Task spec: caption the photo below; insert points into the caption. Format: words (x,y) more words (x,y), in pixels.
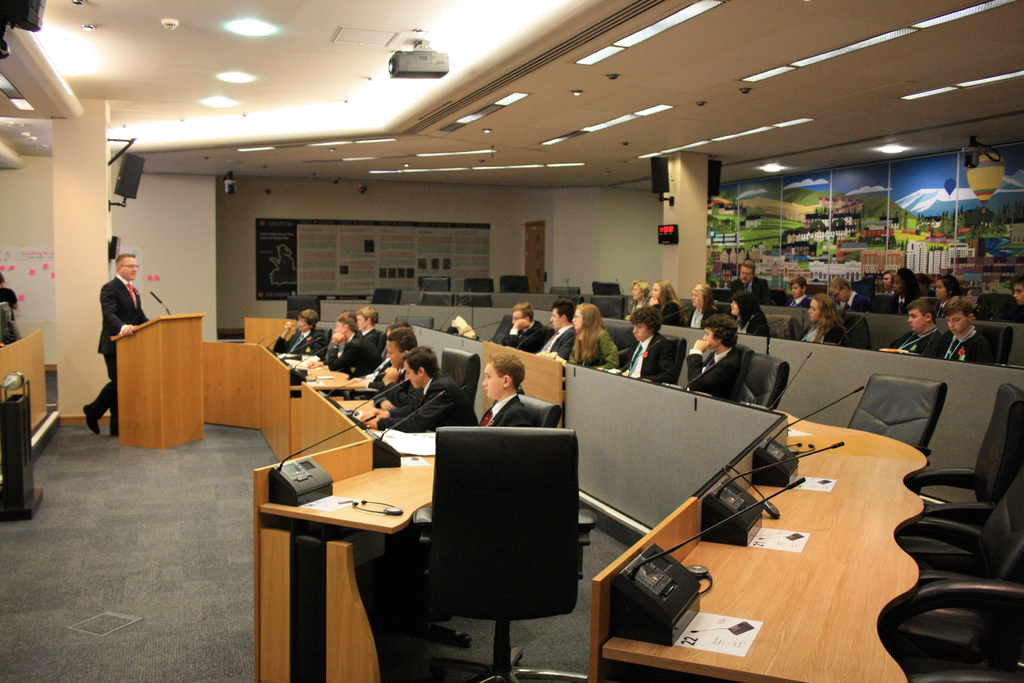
In this image there are group of people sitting on the chair (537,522). On the table (389,495) there are paper (398,449). At the back side (185,219) there is a wall (180,236).
